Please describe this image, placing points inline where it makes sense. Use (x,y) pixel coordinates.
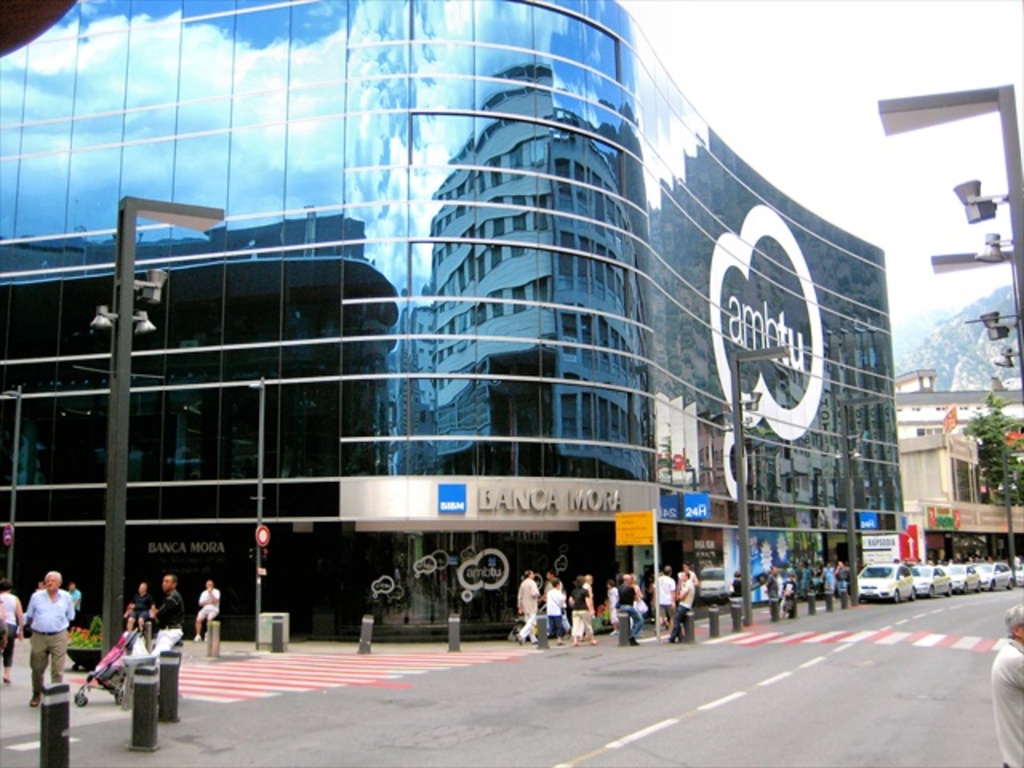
In this image we can see some people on the street (584,661) and there are some vehicles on the road (837,642). We can see few buildings (598,78) and there are some boards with text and there are some pole lights (115,501) and there is a yellow board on the pavement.
